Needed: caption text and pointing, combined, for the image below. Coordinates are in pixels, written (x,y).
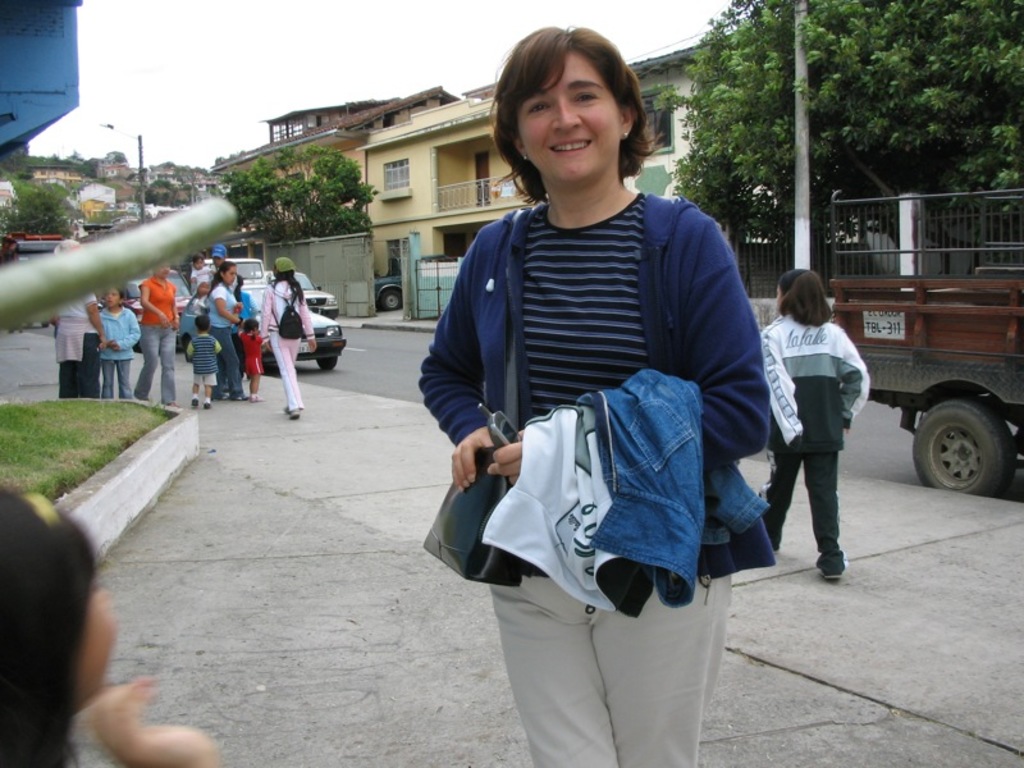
In this image we can see a woman (562,187) is standing, she is wearing the blue jacket (723,372), here a person (843,411) is walking on the sidewalk (789,526), here are the group of people (114,337) standing, here are the cars (324,337) travelling on the road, here is the pole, here is the building (447,202), here is the gate (349,258), here is the window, here is the tree (824,161), at above here is the sky (236,21).
